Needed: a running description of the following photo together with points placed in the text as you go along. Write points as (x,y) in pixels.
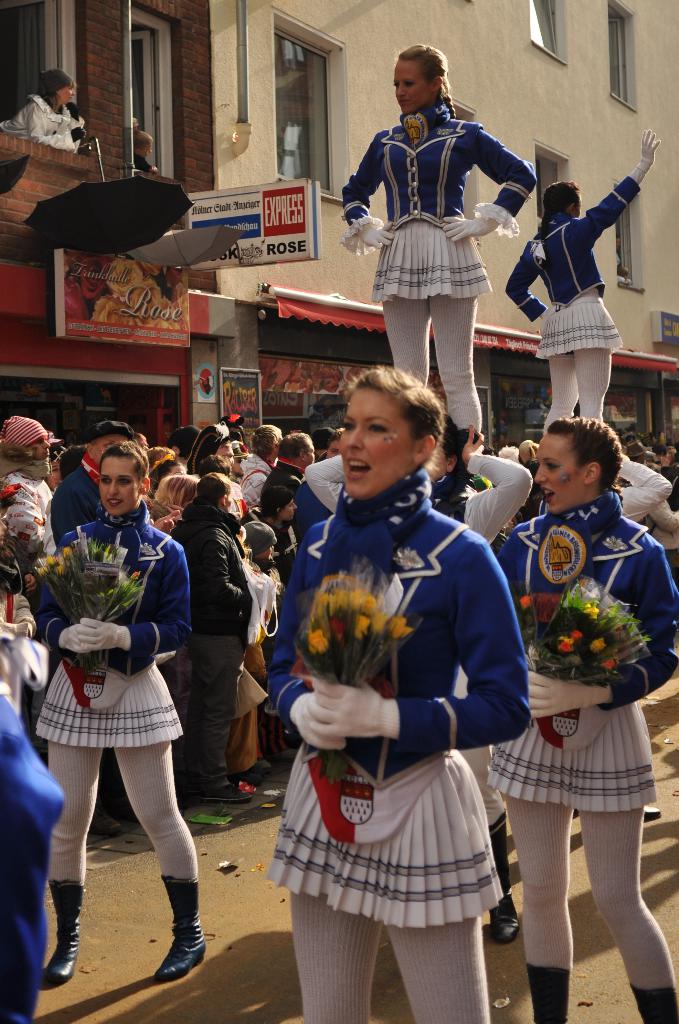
Here in this picture we can see a group of women (417,603) standing on the road (135,931) and some of them are performing gymnastics and beside them we can see other people (165,485) standing and watching them and we can see the women (290,612) who are standing are holding flower bouquets (403,623) in their hand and singing something and beside them we can see a building (121,55) with number of windows (561,10) present and we can also see a hoarding (79,281) and boards (180,305) present on the building (214,299).
